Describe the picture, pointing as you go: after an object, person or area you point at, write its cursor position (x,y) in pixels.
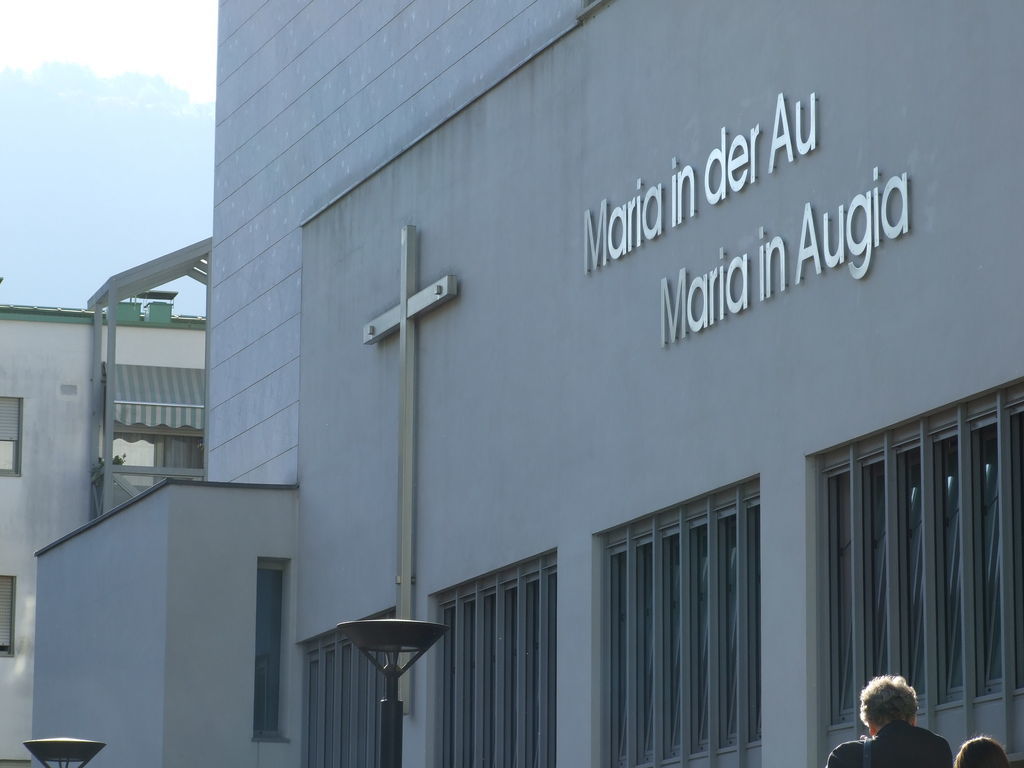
In this image we can see building (421,320) with some text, light poles (400,668), people (888,679) and windows (610,632).
